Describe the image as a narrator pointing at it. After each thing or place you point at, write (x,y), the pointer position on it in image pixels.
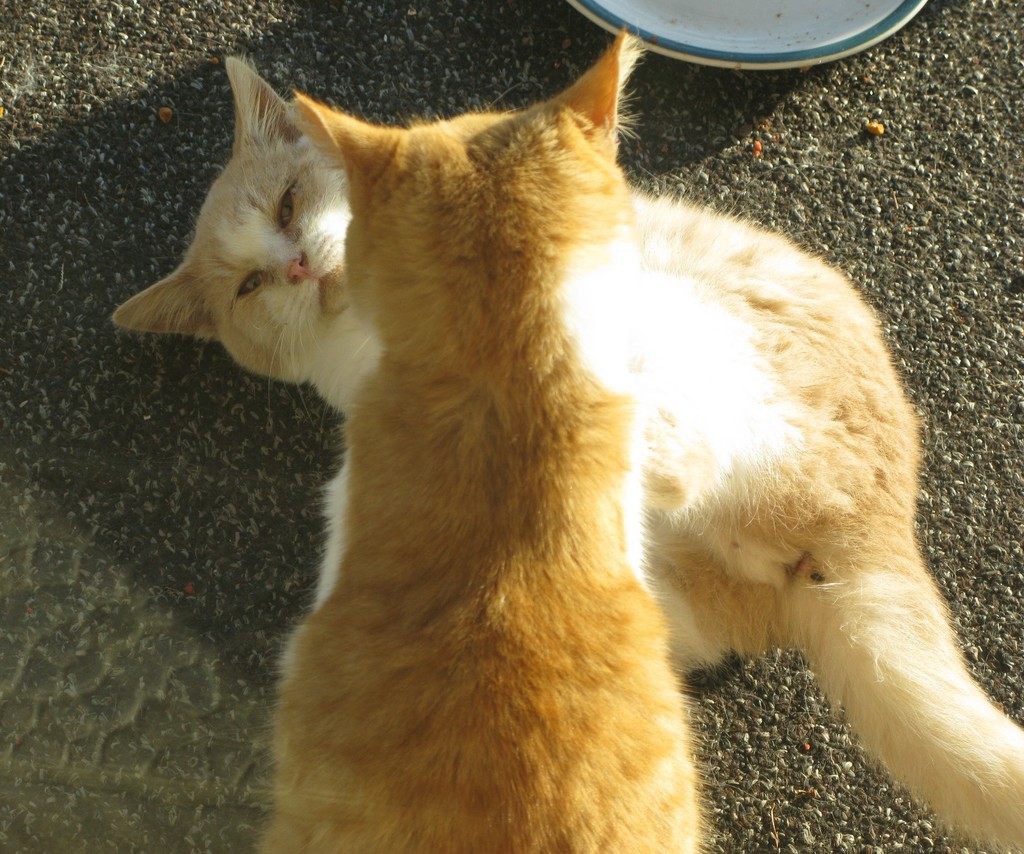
In this image we can see two cats (517,544) on the ground (210,727). In the background (738,27), we can see a plate (804,28).
